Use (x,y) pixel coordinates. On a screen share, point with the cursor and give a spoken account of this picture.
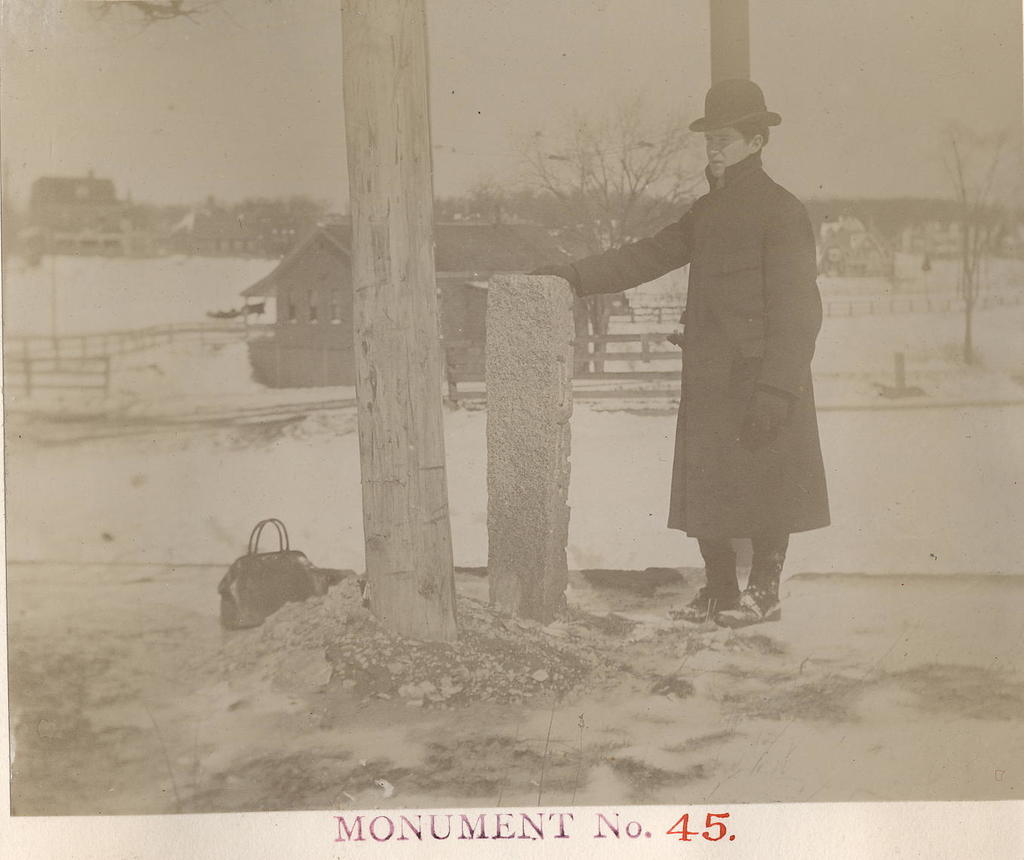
Here we can see a person (685,250) standing with hat (731,127) on him and behind him we can see a house (345,248) we can see a couple of trees (559,194) and at the bottom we can see there is monument number 45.
